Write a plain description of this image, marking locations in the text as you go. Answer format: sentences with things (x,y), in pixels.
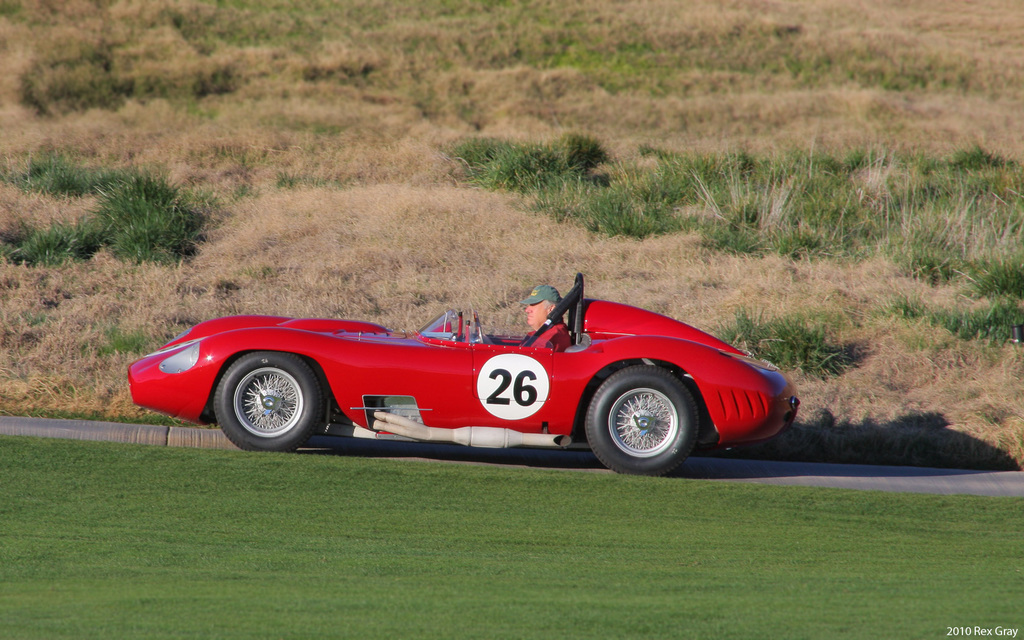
In this image there is a person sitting in a red color car (450,400) which is on the road (189,440), and in the background (422,234) there are plants (619,231) and a watermark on the image.
